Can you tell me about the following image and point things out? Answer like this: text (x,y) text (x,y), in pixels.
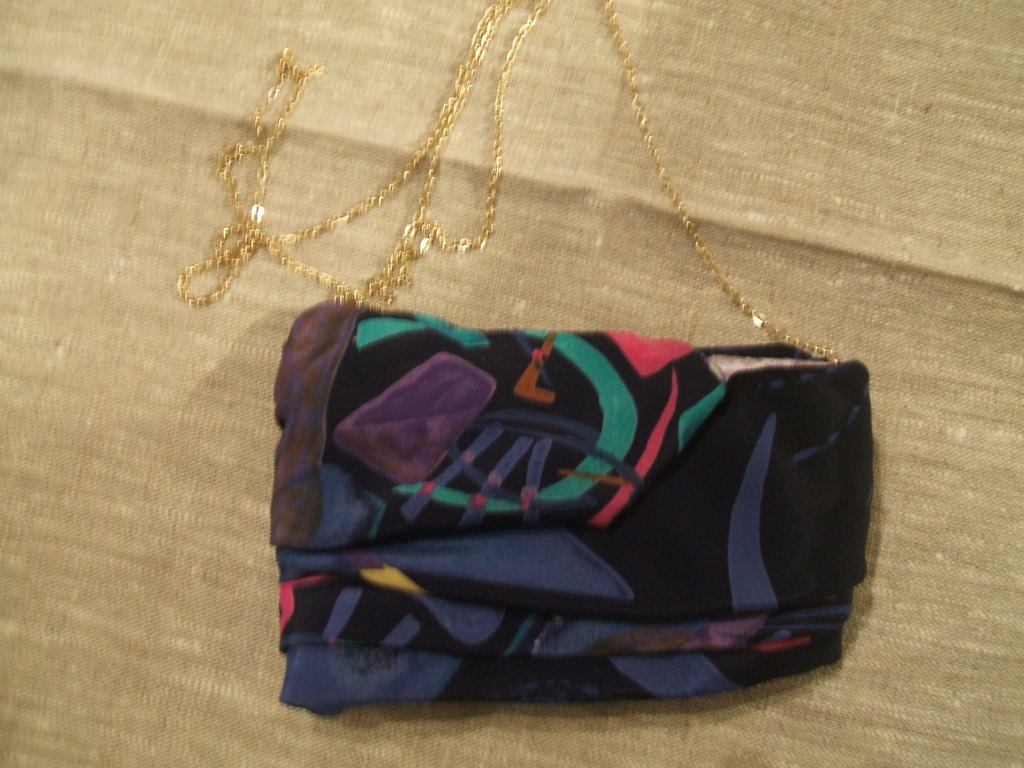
In this picture we can see a cloth (588,387) and a chain (266,230).
